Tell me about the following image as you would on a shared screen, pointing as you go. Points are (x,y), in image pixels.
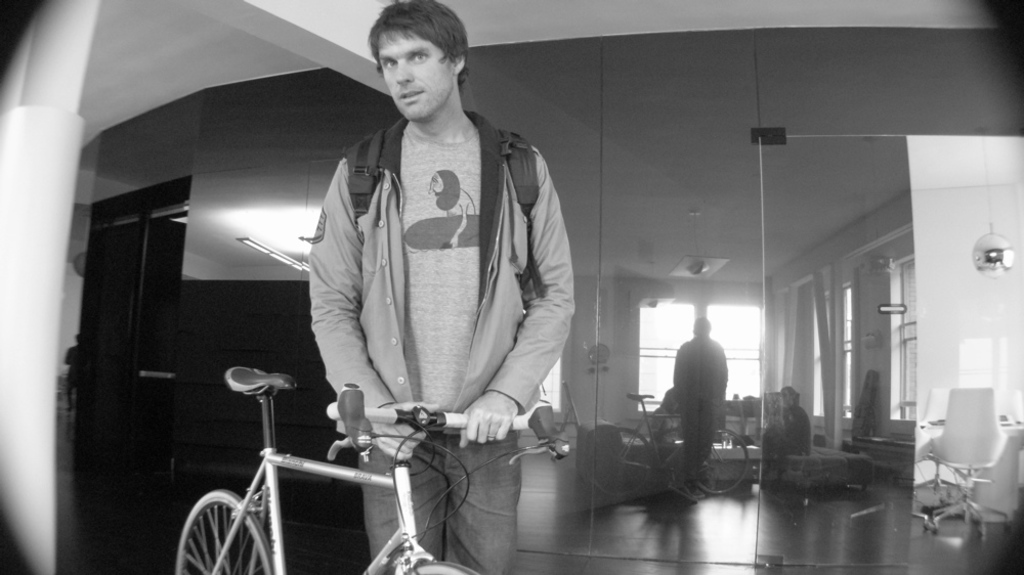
This looks like a black and white image. I can see the man (467,271) standing and holding a bicycle (433,570). This looks like a glass door (720,503). I can see the reflection (687,478) of the man (704,424) standing and two people (801,439) sitting on the couch (808,462). I think this is a window (750,365). On the right side of the image (924,451), I can see the chairs (986,430). This is an object (978,255) hanging. On the left side of the image (144,303), this is a door (140,305).
